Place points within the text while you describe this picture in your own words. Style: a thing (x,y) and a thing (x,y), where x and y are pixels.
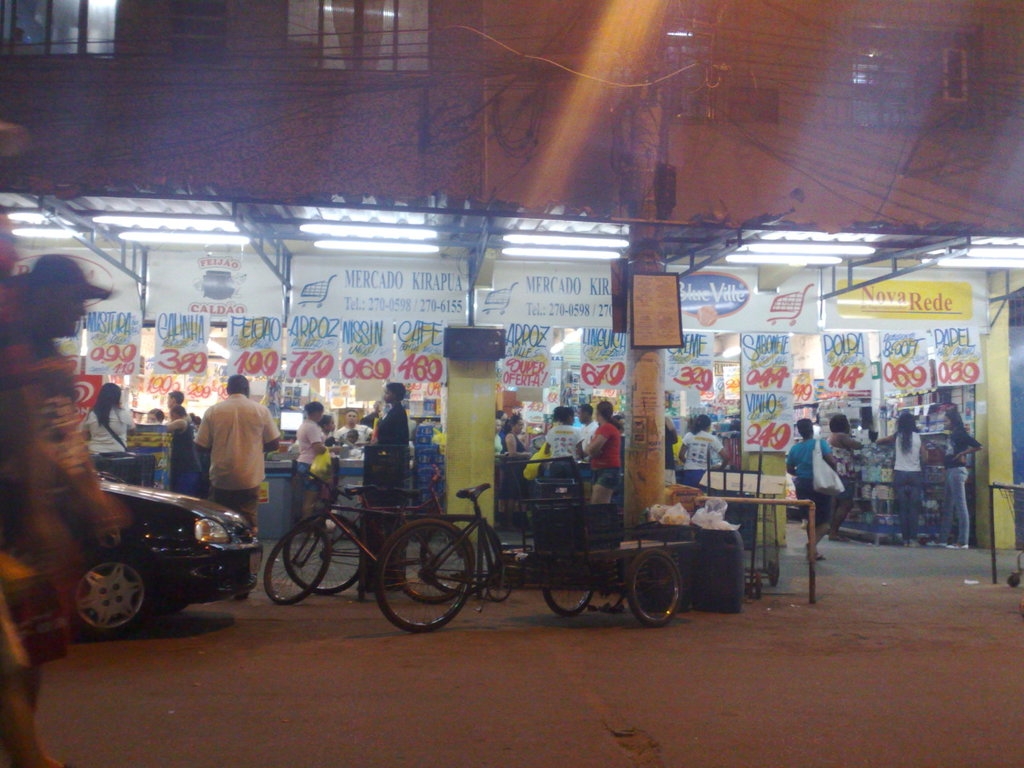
On the left side (47,279), there is a person (14,765) walking on the road (153,727). In the background (249,572), there are vehicles (573,572) parked, there are persons (368,438) at the counters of the shops (211,380), there are hoardings (411,342), pillars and windows (330,13) of a building (508,132).
